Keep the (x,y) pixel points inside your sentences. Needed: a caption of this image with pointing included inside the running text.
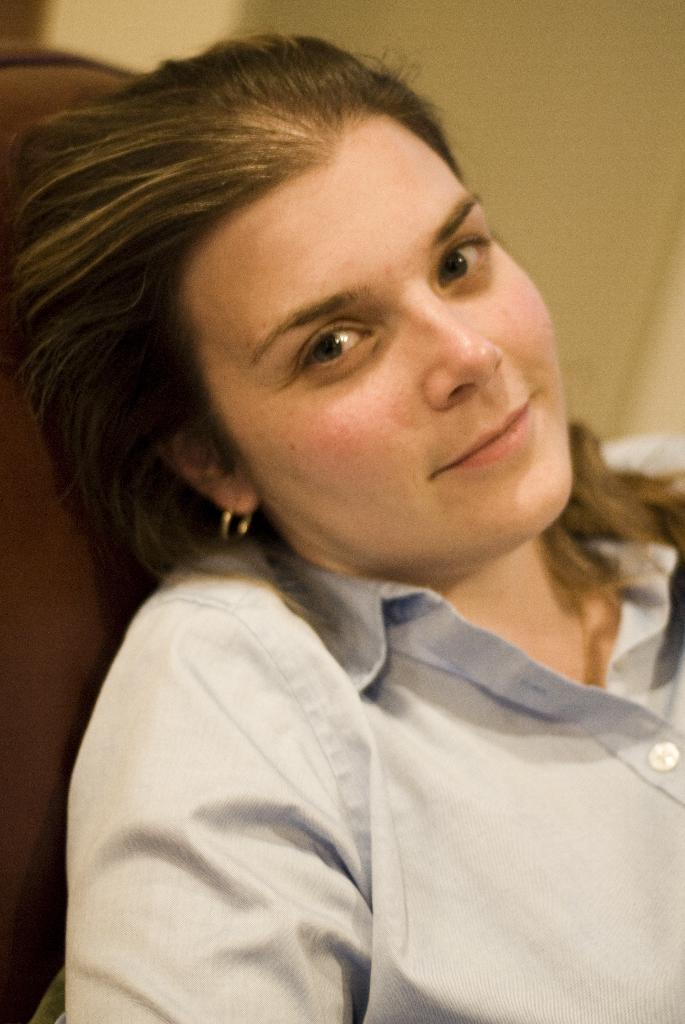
In this picture, we see the woman (383,697) is wearing the blue shirt (434,816). She is smiling and she might be posing for the photo. Behind her, it is reddish-brown in color and it might be the sofa chair (67,548). In the background (536,100), we see a wall (524,159).
